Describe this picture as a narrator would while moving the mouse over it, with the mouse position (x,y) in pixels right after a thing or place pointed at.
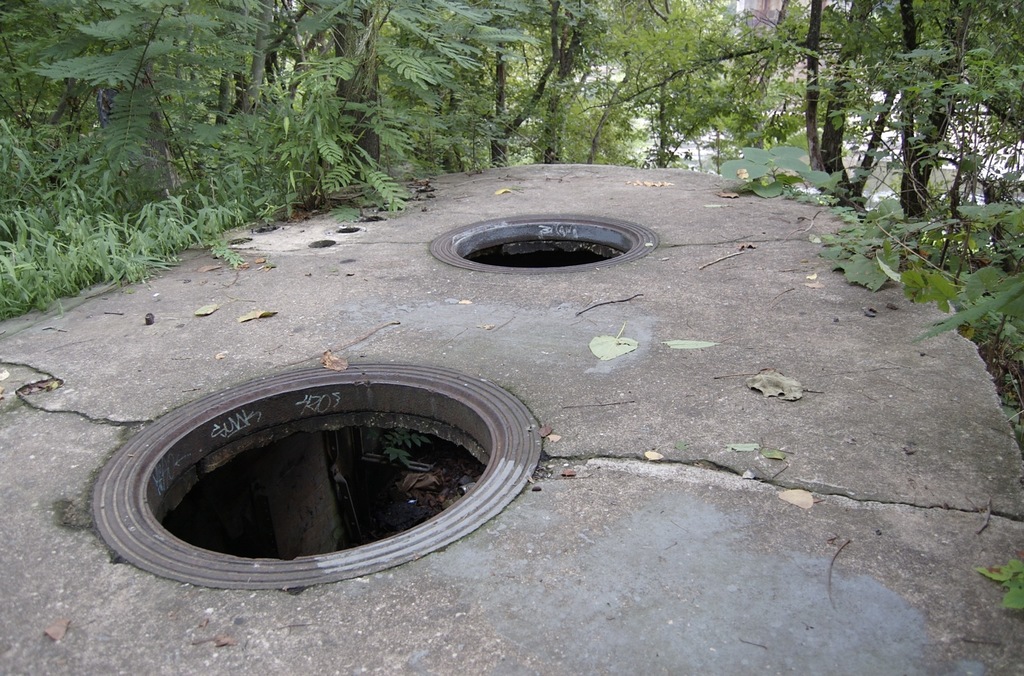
This picture might be taken outside of the city. In this image, in the middle (368,418), we can see two holes (361,533) on the floor (427,597). In the background (289,101), we can see some trees (956,108).
